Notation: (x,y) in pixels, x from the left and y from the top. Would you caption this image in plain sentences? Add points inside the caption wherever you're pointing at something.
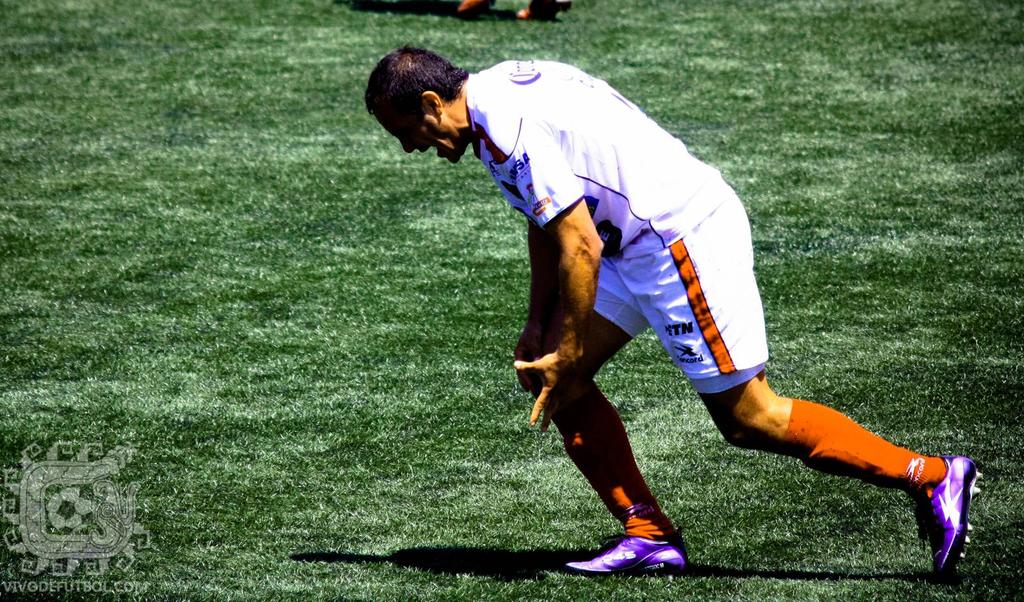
In the picture I can see a man (549,275) is running on the ground (474,177). The man (571,308) is wearing white color clothes (647,314) and shoes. In the background (285,259) I can see the grass (283,282). I can also see a watermark (120,519) on the image.
